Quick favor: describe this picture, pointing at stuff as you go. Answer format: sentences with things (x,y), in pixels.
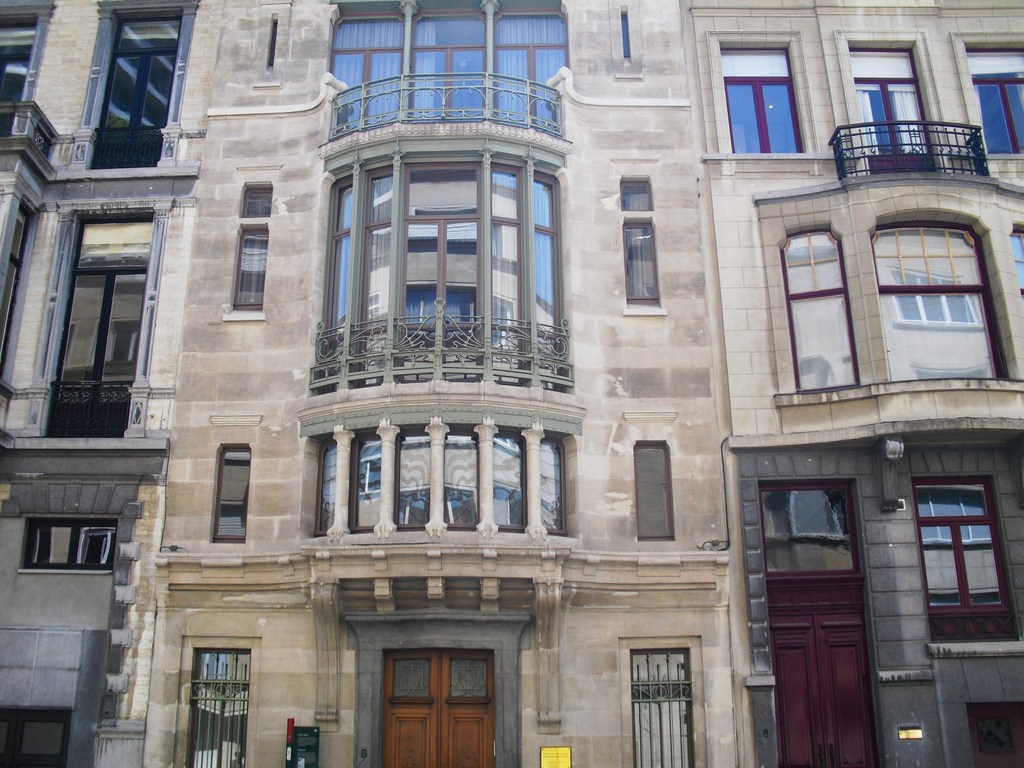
In this picture we can see a building (214,508), windows (74,364), railings (933,170), doors (807,730) and boards (314,767).
